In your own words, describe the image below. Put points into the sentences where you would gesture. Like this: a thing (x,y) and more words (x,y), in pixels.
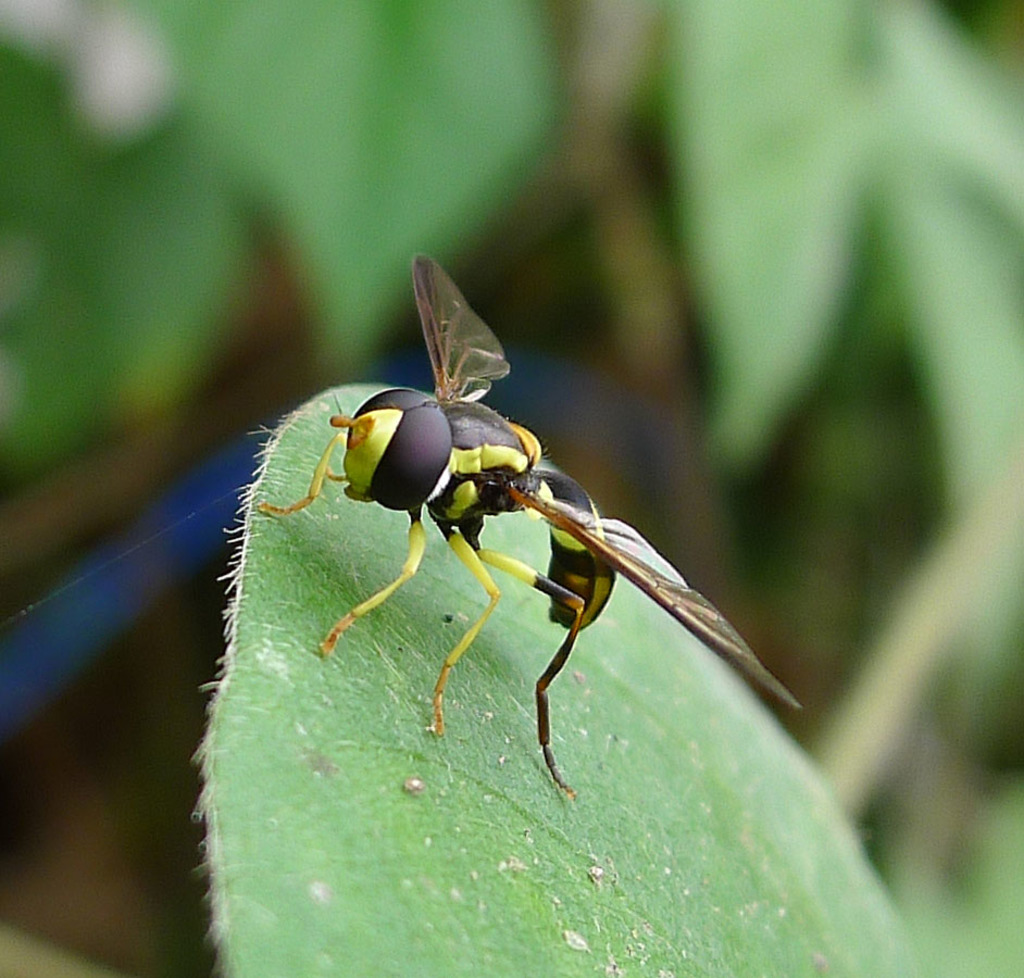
In this image we can see a insect (421,498) on the leaf (246,670). In the background (992,843) we can see group of plants (179,138).
